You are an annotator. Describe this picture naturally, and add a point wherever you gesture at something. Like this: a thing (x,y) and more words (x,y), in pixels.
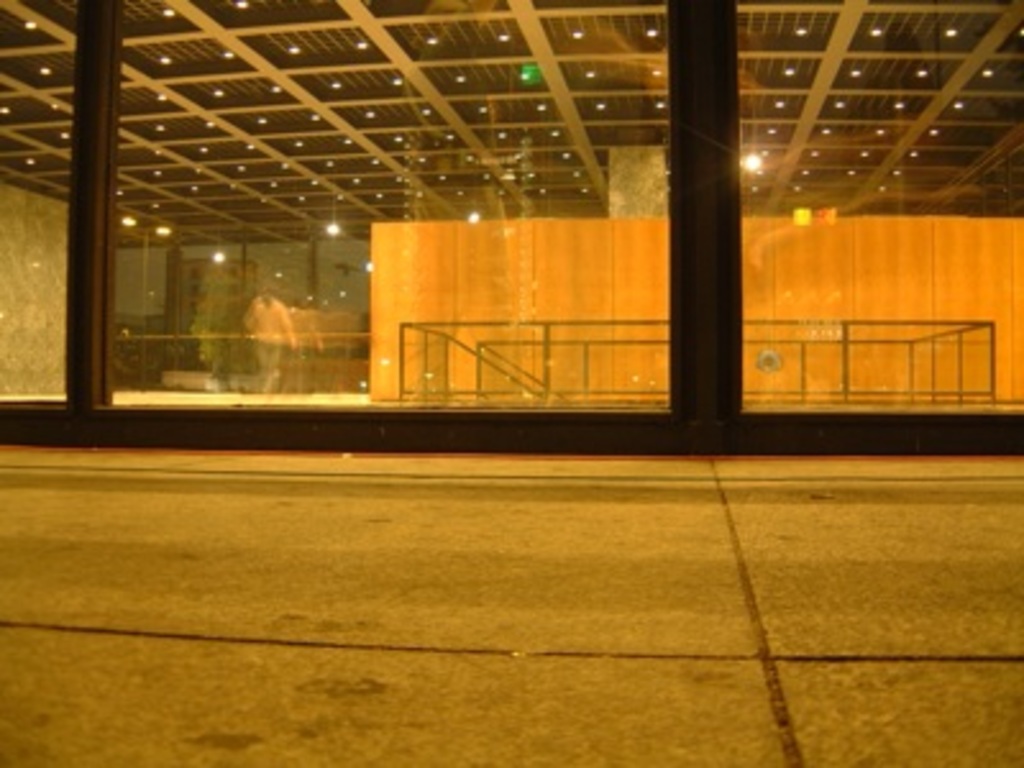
In this image there is a building (444,105), lights (948,32), iron rods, a person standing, reflection (129,357) of another building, sky (333,279).
